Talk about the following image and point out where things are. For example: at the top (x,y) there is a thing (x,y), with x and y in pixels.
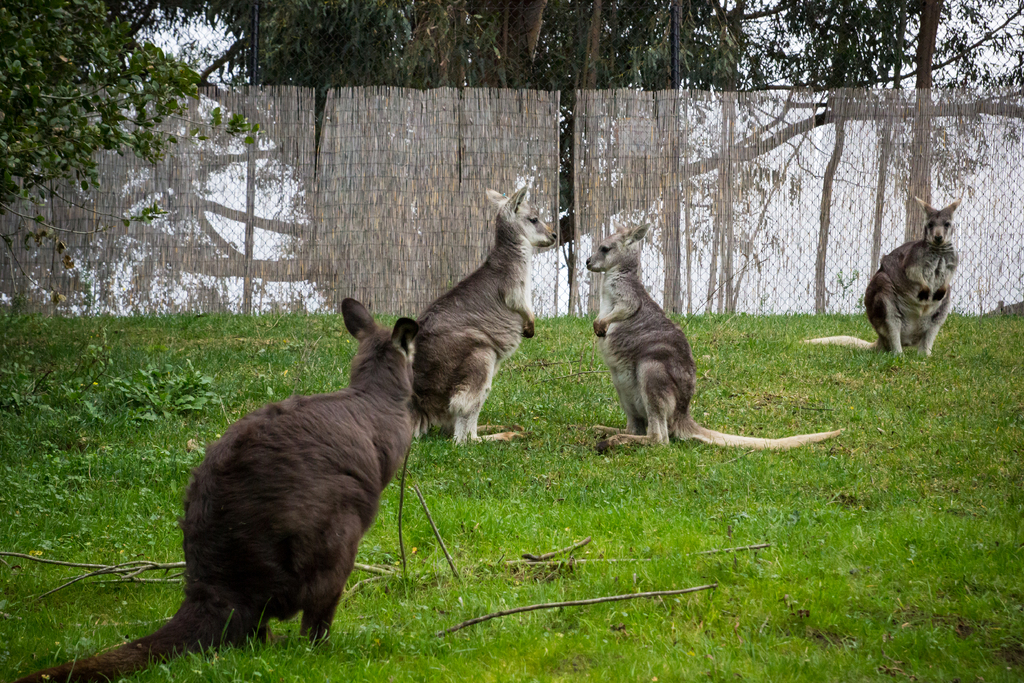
In this picture I can see there are few kangaroos (300,581) here and there is some grass (627,585) on the floor (500,585) and there is a fence (680,274) in the backdrop (467,161) and there is a tree (291,50) and the sky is cloudy.
